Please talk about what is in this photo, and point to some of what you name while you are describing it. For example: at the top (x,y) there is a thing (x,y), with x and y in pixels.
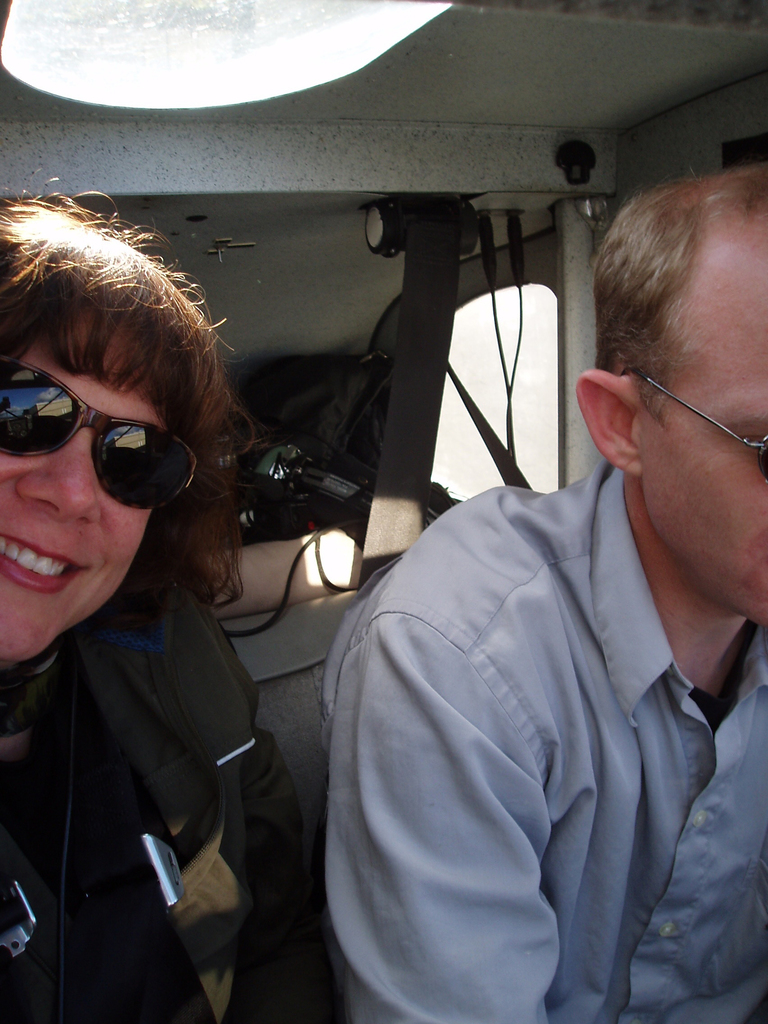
In this image, we can see persons (101,803) wearing clothes (102,770) and sun glasses (139,500). There is a window (555,372) on the right side of the image (534,385).
